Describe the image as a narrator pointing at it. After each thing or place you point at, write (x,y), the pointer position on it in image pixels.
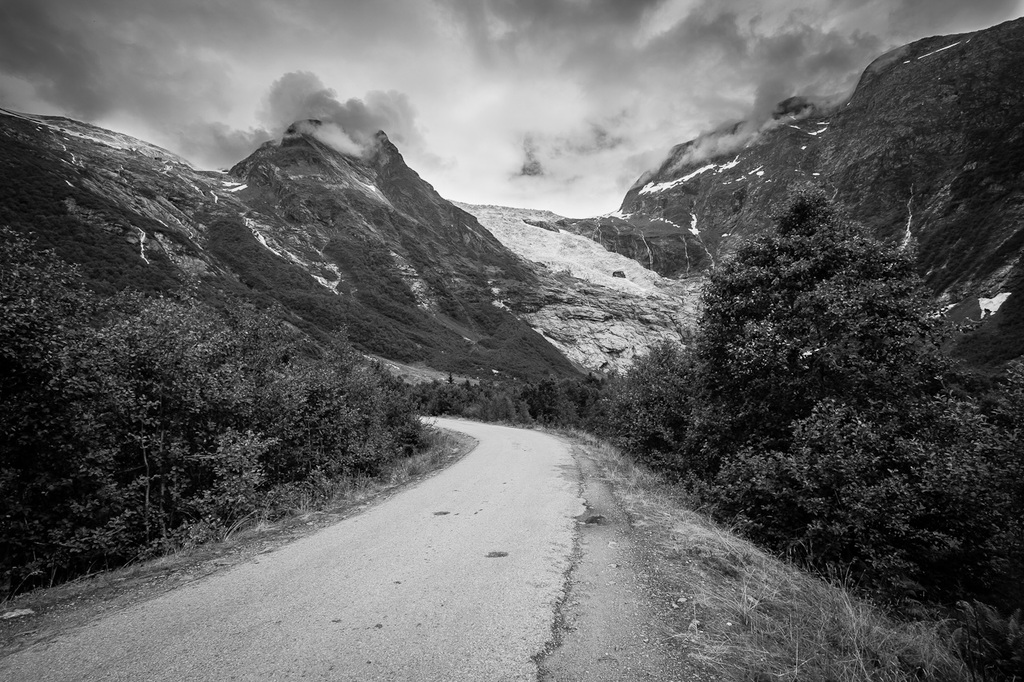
In this picture we can see a road (478,578), beside this road (437,552) we can see trees (178,480) and in the background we can see mountains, sky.
